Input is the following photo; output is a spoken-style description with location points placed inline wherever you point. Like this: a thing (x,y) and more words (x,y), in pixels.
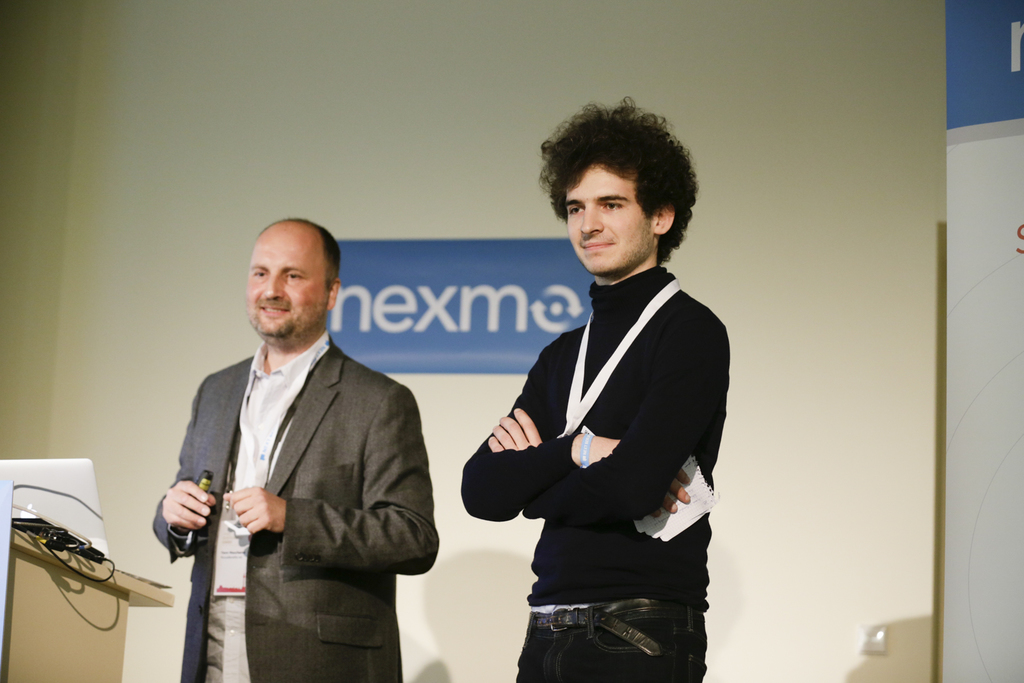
In this image there are two men (369,605) standing, in the background (823,69) there is a wall (883,324) for that wall (461,223) there is a banner (492,313), on that banner (492,313) there is text (541,318), on the bottom left (30,565) there is a desk (95,604) on that there is a laptop (46,504).
